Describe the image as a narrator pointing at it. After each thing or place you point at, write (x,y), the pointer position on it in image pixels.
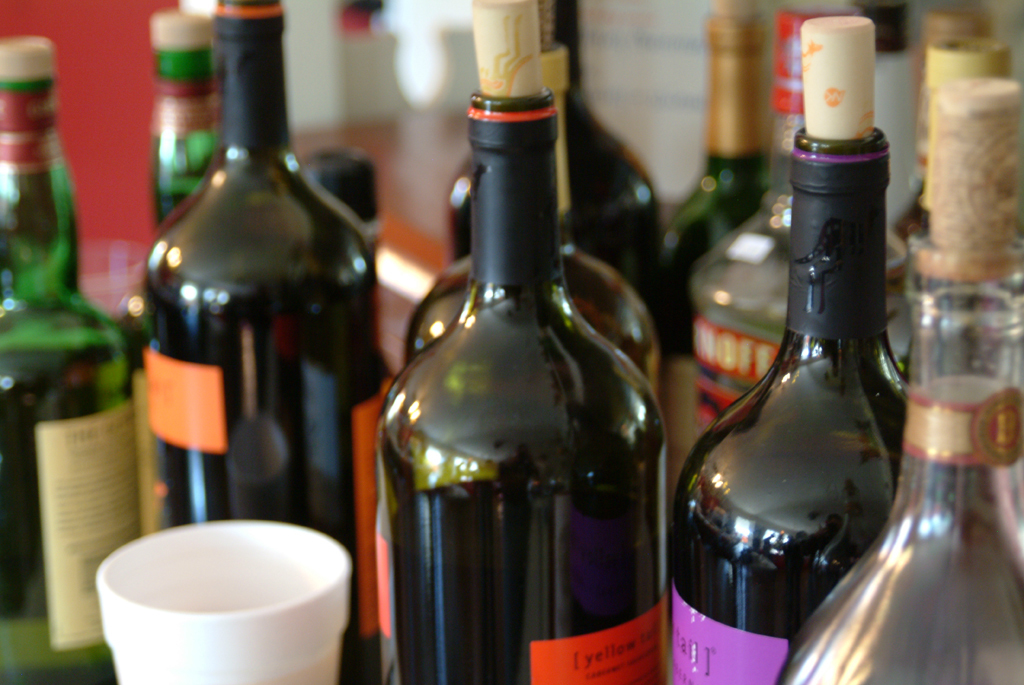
In this picture there are many wine bottle (500,236) placed on a table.
